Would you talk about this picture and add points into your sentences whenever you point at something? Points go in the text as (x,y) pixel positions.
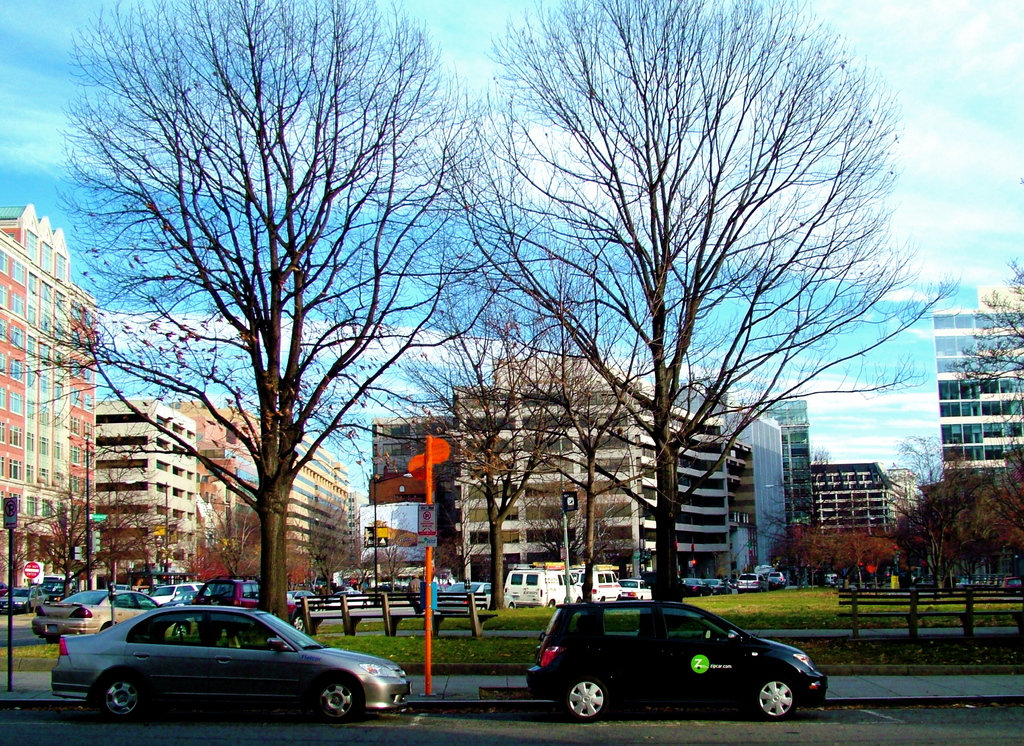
In this picture we can see a group of vehicles (329,717) on the road (468,737), here we can see benches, grass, traffic signals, electric poles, posters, trees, buildings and we can see sky (980,16) in the background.
